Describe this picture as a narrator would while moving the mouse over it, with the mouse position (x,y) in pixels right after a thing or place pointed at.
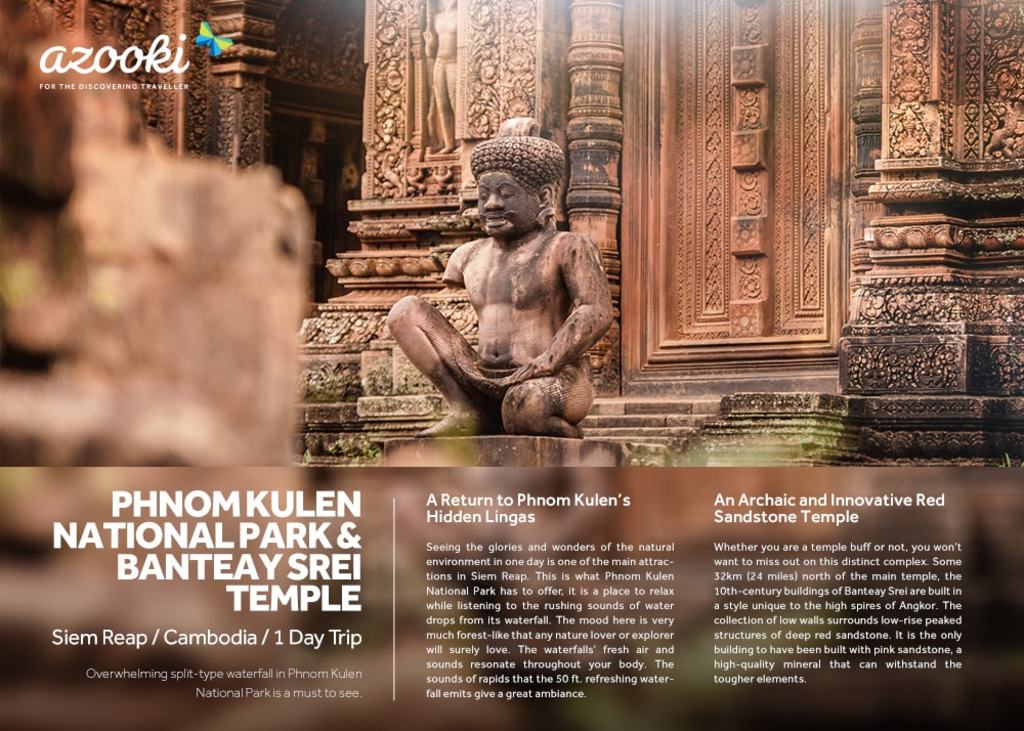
In this image we can see a poster (380,455). There are carved walls (808,106) and a sculpture (510,229). Something is written on the poster (335,526).
